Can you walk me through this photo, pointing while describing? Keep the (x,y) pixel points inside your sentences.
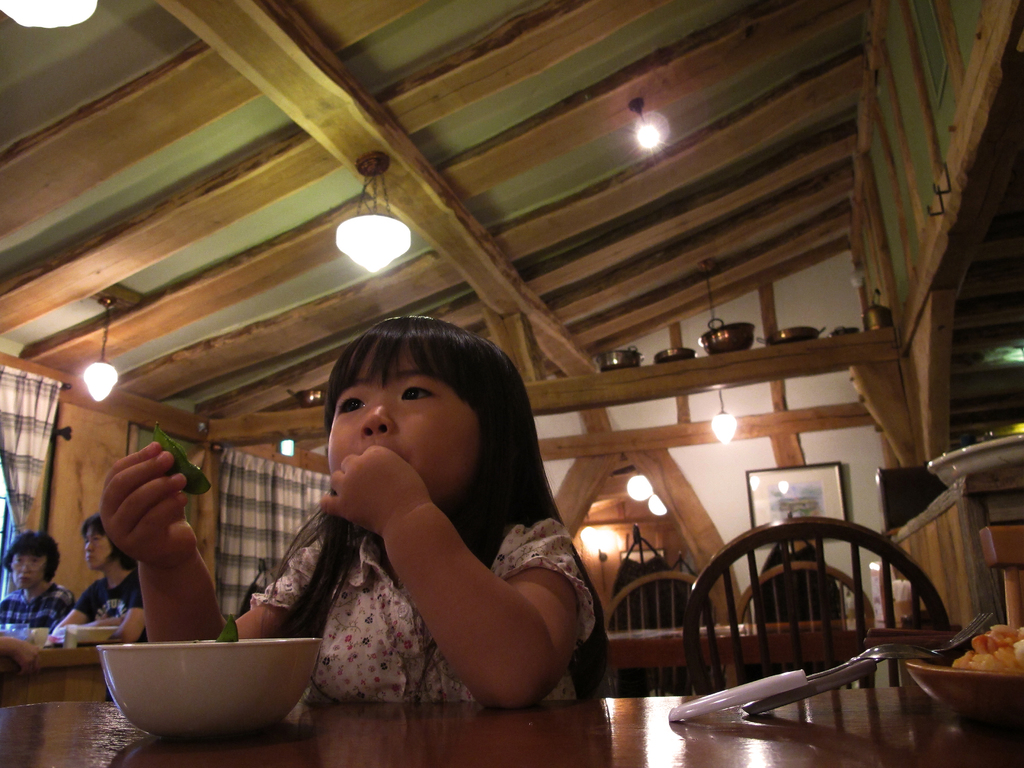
In this image we can see a child (391,554) sitting on the chair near the table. There is a bowl (207,649), plate (1006,681) with food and forks (722,691) on the table (752,722). In the background (813,515) we can see photo frame (774,505) on wall (744,516), utensils (620,362), lights (387,223), curtains (266,469) and few people (105,582) near the tables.
